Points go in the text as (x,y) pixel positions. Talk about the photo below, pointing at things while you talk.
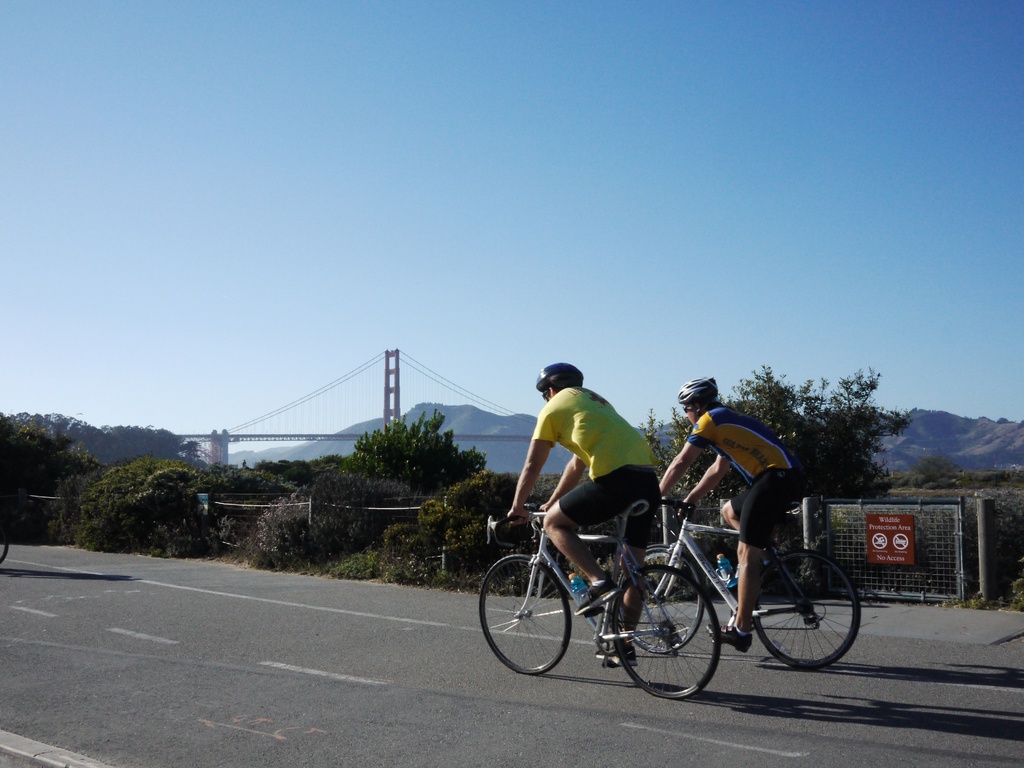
This is an outside view. Here I can see two men (603,492) are riding their bicycles (803,593) on the road (360,639). Both are wearing helmets (547,376) on their heads (686,412). In the background (315,496), I can see some trees (367,471) and a bridge (262,441). On the top of the image (648,131) I can see the sky (410,136).
